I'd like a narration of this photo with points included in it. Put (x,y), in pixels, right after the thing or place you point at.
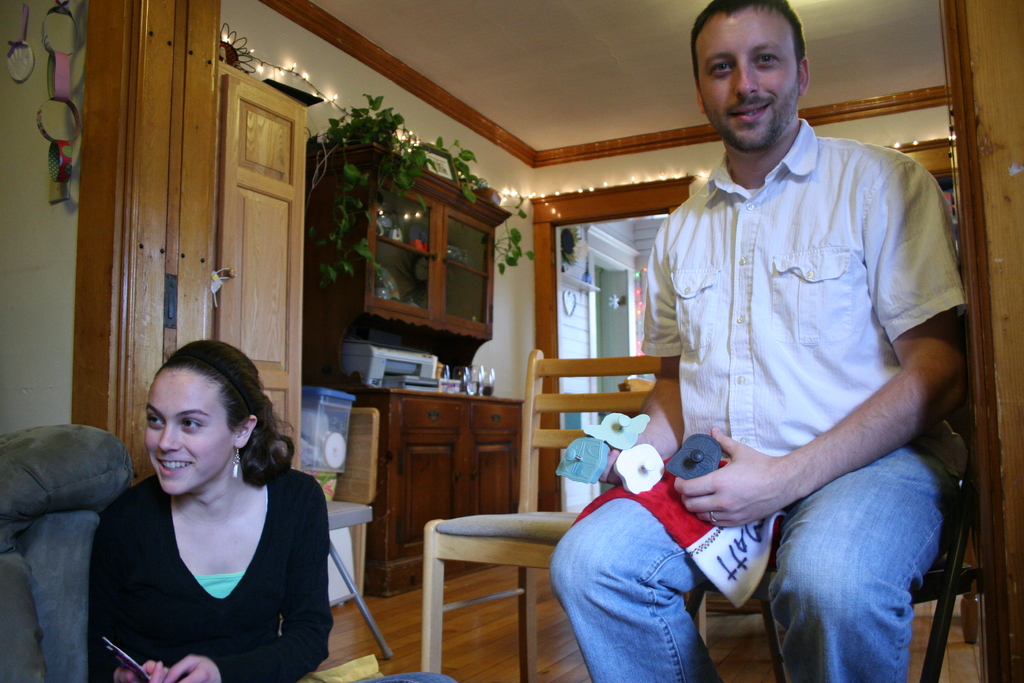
To right side (837,284) there is a man (798,285) with white shirt (794,328) is sitting on a chair (939,594). A lady (329,597) with black dress (284,578) is sitting down to the left corner (120,631). In the background (444,406) there are some cupboards (411,323). On the cupboard (473,399) there is a printer (430,371), glasses (474,376). And beside the cupboard (400,420) there is a table (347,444), box (342,429). On the cupboard (368,171) there are some creepers (356,139) and there are some decorative lights (506,188).
